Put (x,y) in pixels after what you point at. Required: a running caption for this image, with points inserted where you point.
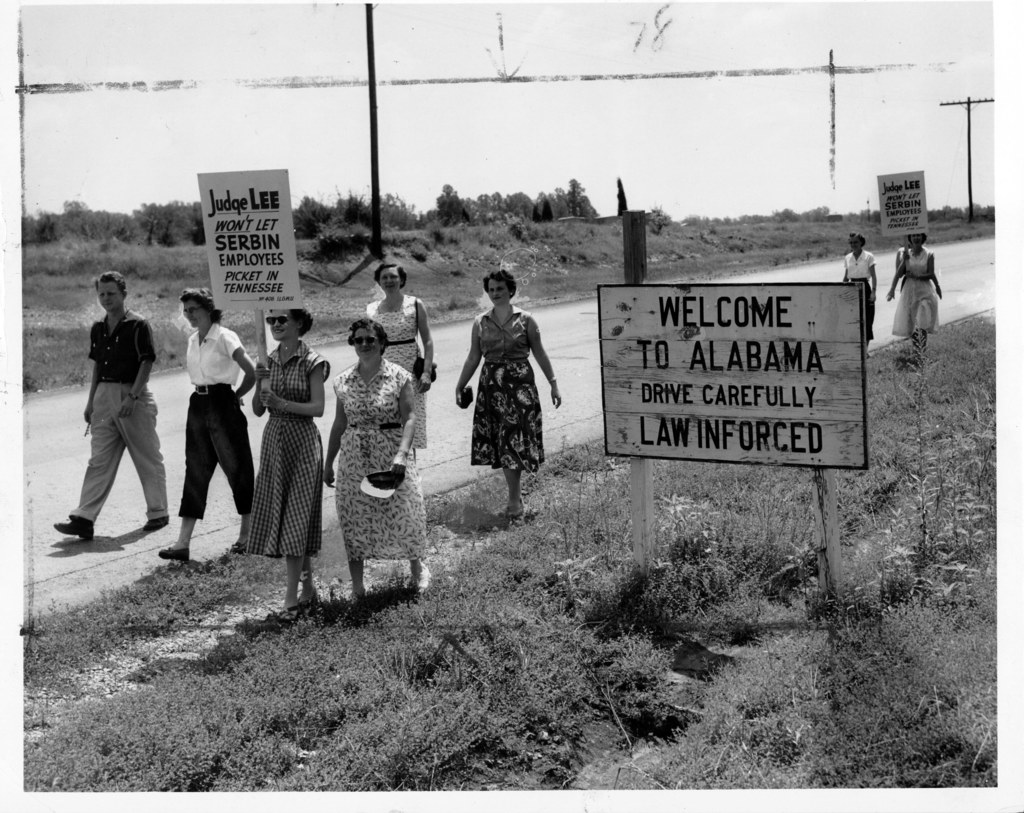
In this picture we can see a group of people (299,611) walking on the road (551,313), two people (298,607) are holding posters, here we can see a name board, grass (578,252), trees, electric poles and we can see sky (793,119) in the background (814,109).
